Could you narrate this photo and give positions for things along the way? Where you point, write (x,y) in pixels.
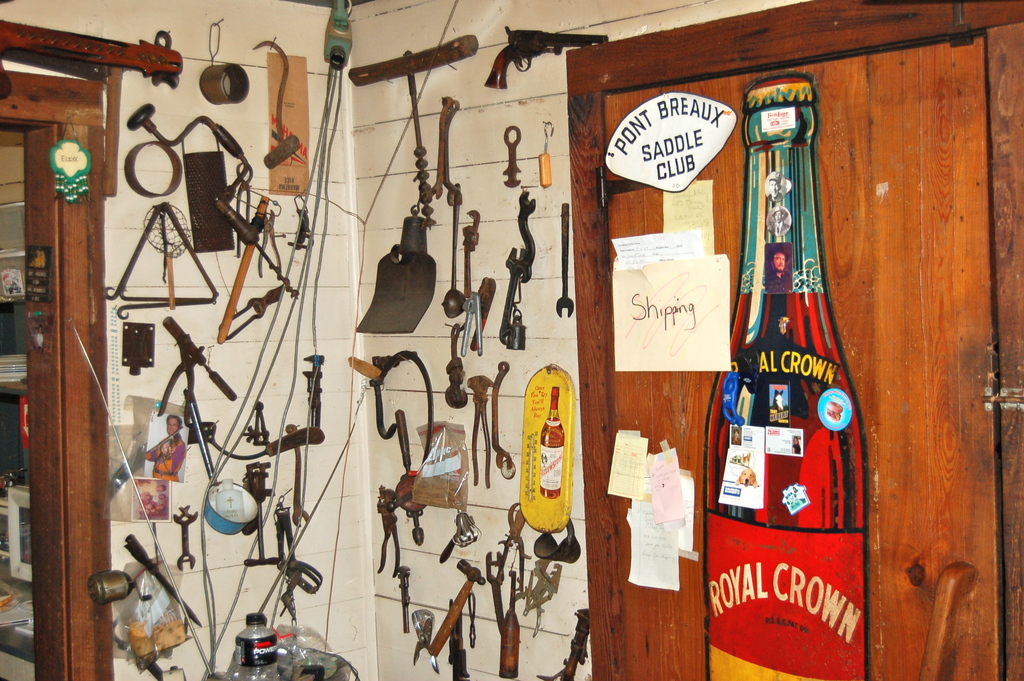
In this picture we can see couple of hardware tools (225,386) on the wall (339,549), and also we can see a bottle (247,646).
